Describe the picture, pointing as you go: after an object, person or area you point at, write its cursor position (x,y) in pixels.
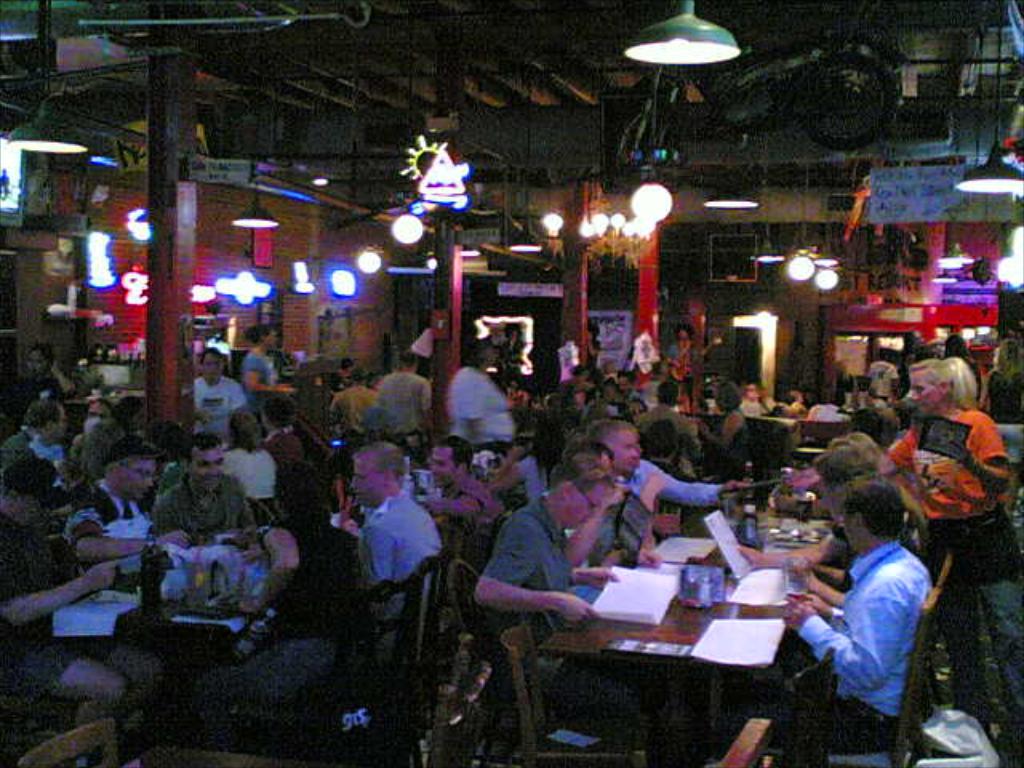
In this picture we can see many people (346,644) sitting in a place (310,332) with many tables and chairs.
